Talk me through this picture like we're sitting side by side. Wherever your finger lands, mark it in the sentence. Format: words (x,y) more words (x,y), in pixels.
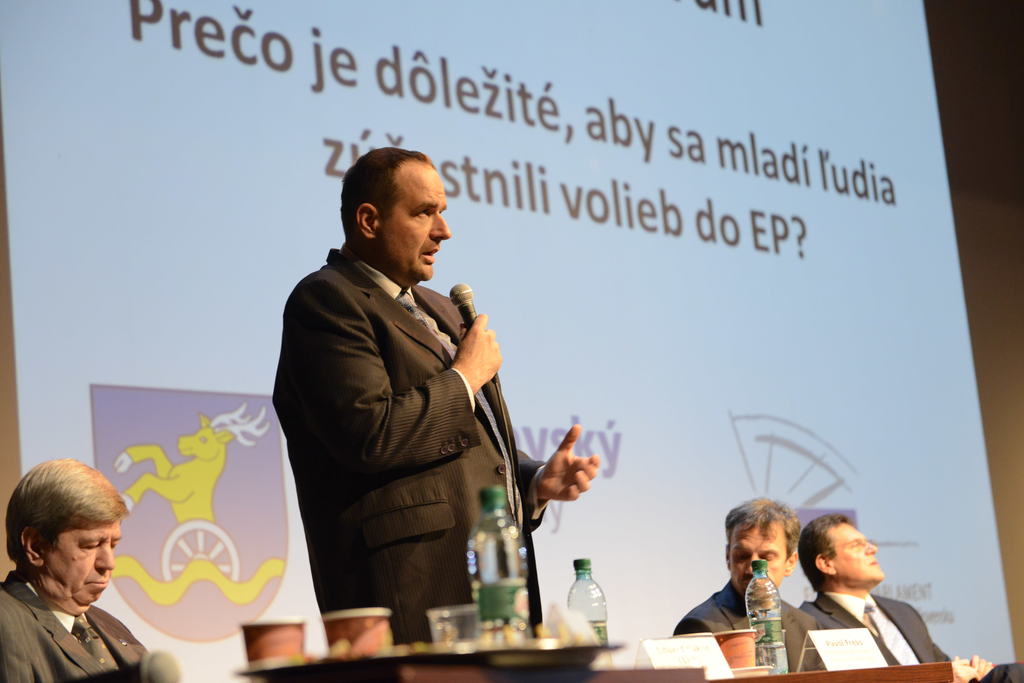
In this picture we can see a man (372,380) wearing black coat (456,380) is standing and giving the speech, beside him other three people (873,611) are sitting wearing black coat (892,616) front having a table (861,674) on which some water bottles (778,643) and coffee mugs (298,635) are seen. Behind we can see the big white projector screen (137,359).
